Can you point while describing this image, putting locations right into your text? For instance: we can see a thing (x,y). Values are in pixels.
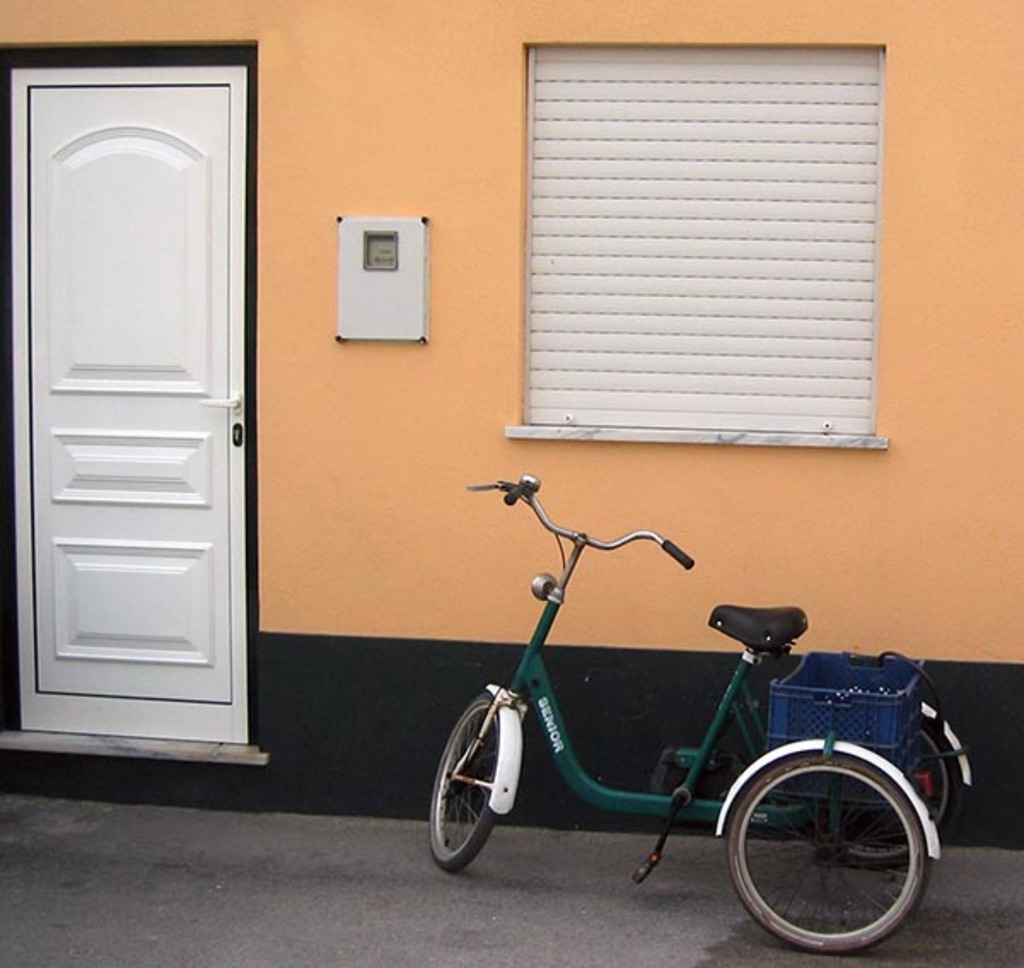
In this image we can see a door (216,542), a window (562,208) with window shade (744,275) and a box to the wall (762,741), there is a vehicle (697,752) on the road (568,866).
